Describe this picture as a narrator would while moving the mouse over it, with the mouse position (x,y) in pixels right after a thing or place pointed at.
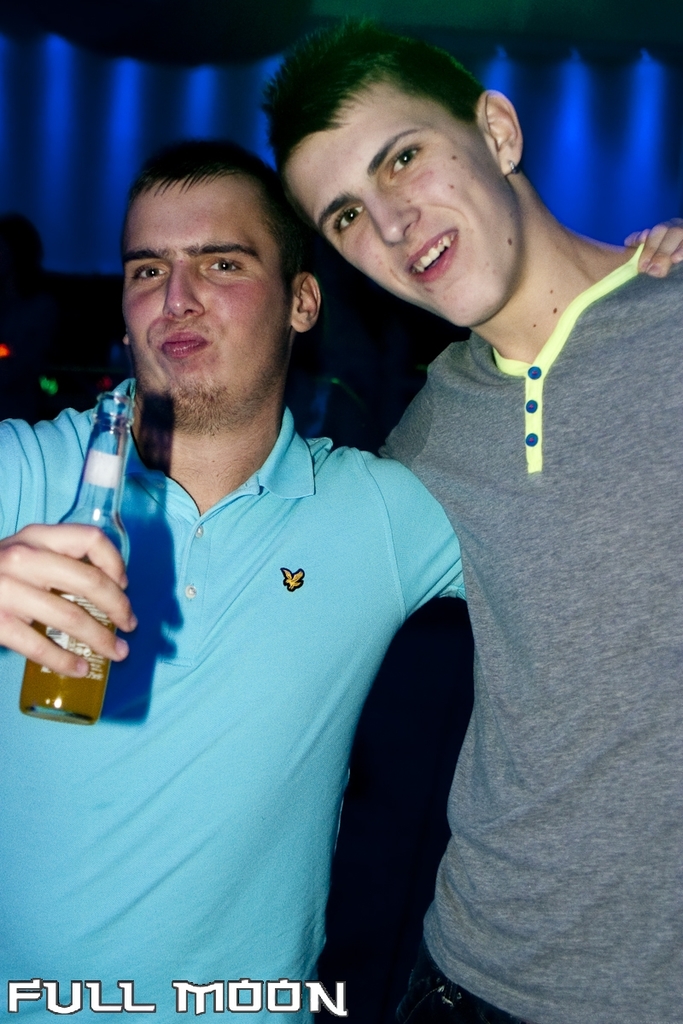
There are two men (261,473) in this picture. One guy (95,563) is holding a bottle (101,510) in his hand (39,662). In the background (66,162) there are some blue color lights (212,119) here.
